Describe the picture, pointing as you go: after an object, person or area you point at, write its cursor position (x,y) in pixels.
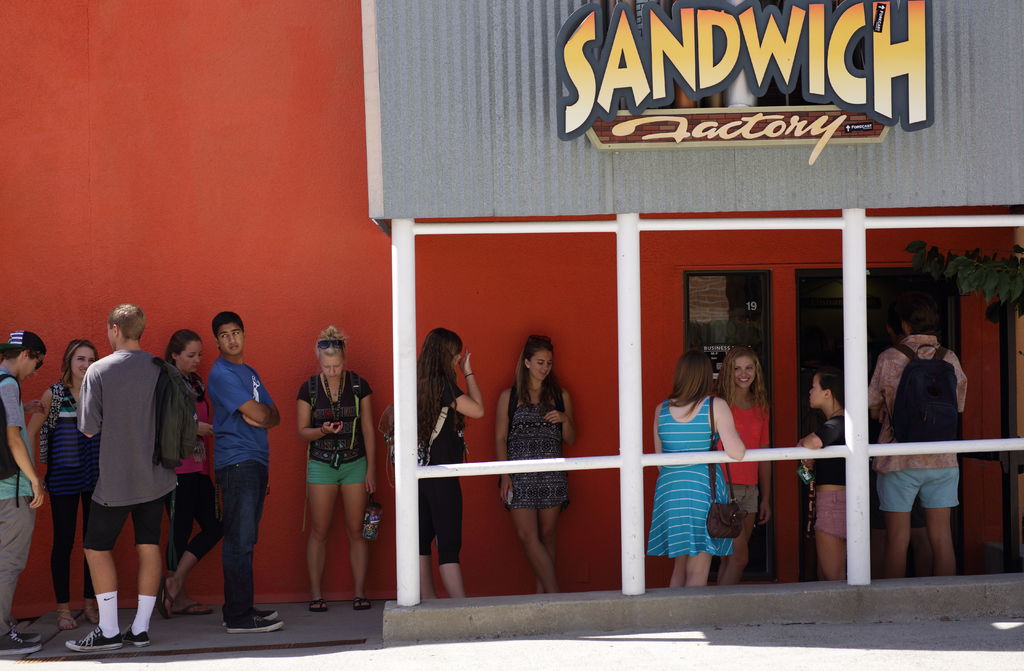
In this picture there are people (341,381) standing, among them few persons (674,526) carrying bags (948,379) and we can see a hoarding (690,137) attached to the poles (500,471). In the background of the image (344,312) we can see wall (390,288), posters (721,351) on glass (701,344) and leaves (1009,275).
